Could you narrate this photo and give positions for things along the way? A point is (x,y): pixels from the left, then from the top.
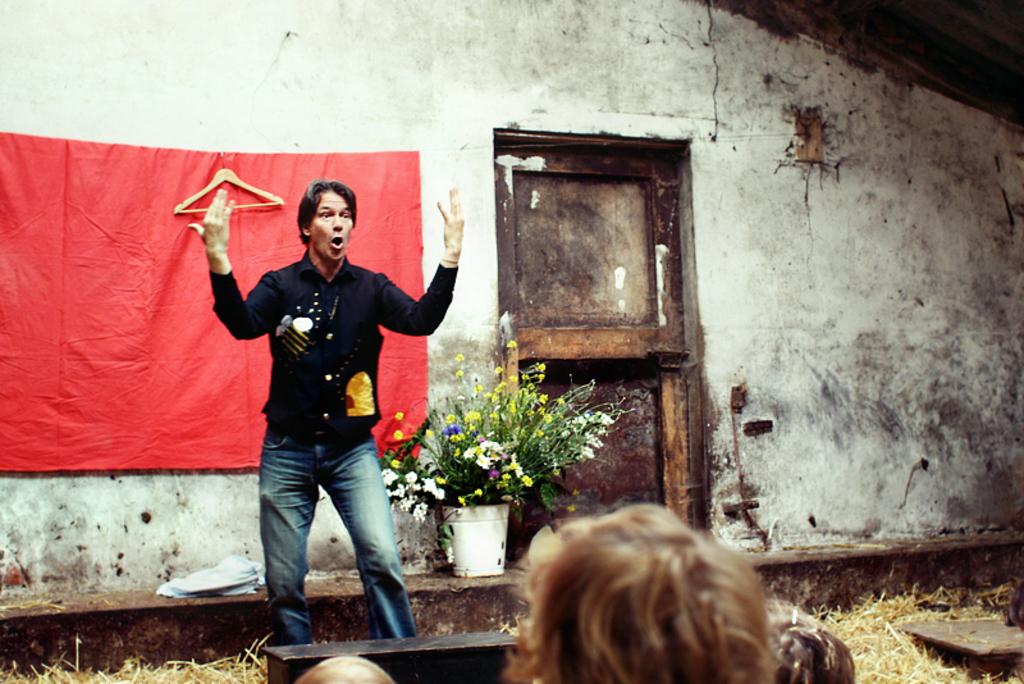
In this image we can see a person (352,425) talking. Behind the person (312,401) we can see a wall (424,228), cloth (257,227), hanger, door (501,228) and a houseplant (502,384). At the bottom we can see the persons (785,665) and wooden objects (276,652).
